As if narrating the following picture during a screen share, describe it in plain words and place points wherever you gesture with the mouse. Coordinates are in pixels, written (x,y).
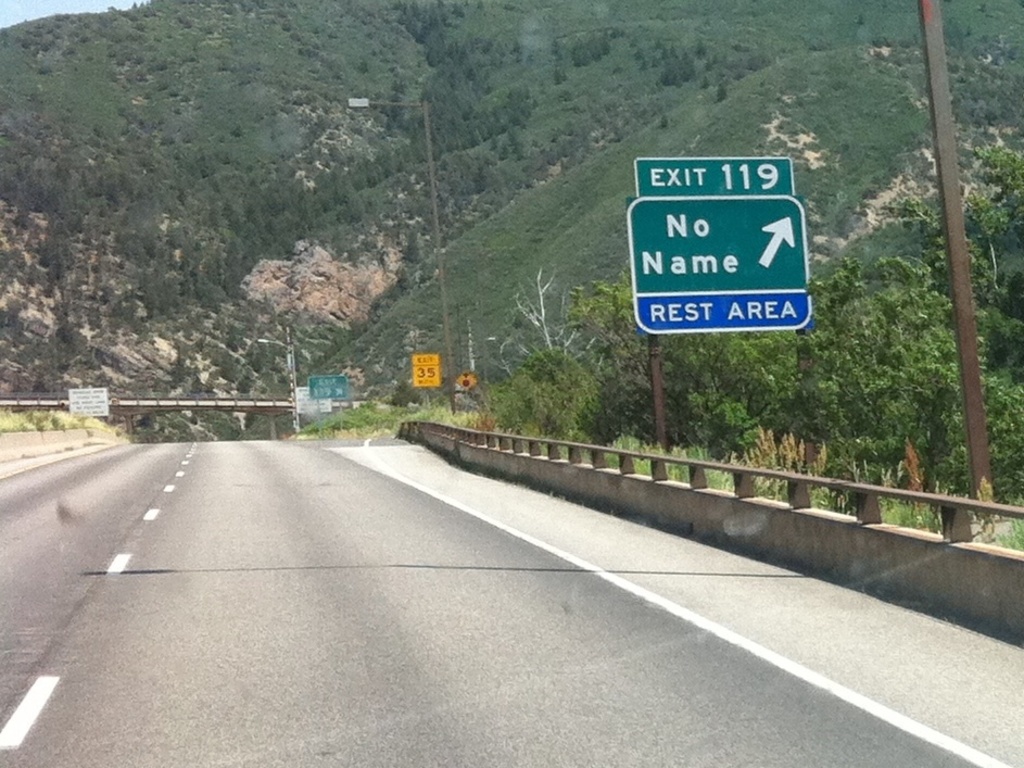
There is a road (444,652) and there is a board (685,265) which has something written on it is attached to a pole (657,372) in the right corner (715,270) and there are trees (710,367) and mountains (621,106) in the background (508,104).
